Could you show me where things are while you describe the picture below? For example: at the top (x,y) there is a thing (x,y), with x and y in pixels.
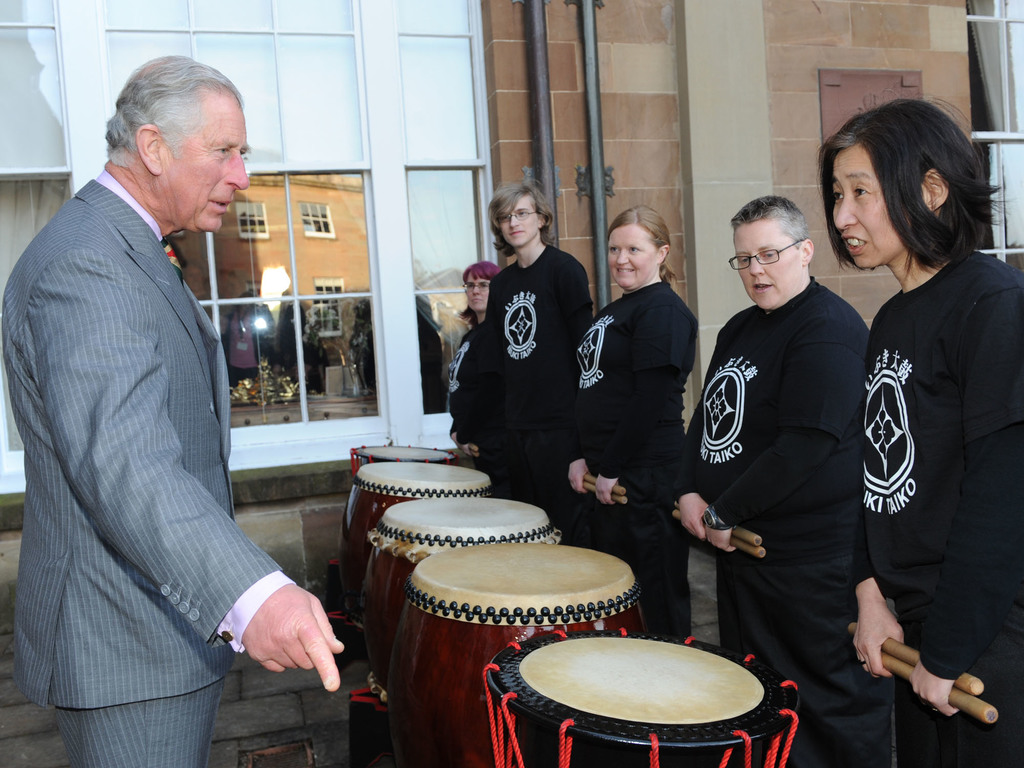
In this image consist of a five person (540,328) standing and wearing a black color t-shirts (640,445) on the right side (971,506) corners in front of them there are the drums (472,657) kept on the floor (287,723) with red color and left side (78,615) a men (77,468) wearing a jacket (109,397) with gray color. Back side of him there is a window (313,95) through the window (271,224) i can see a building (228,278).
